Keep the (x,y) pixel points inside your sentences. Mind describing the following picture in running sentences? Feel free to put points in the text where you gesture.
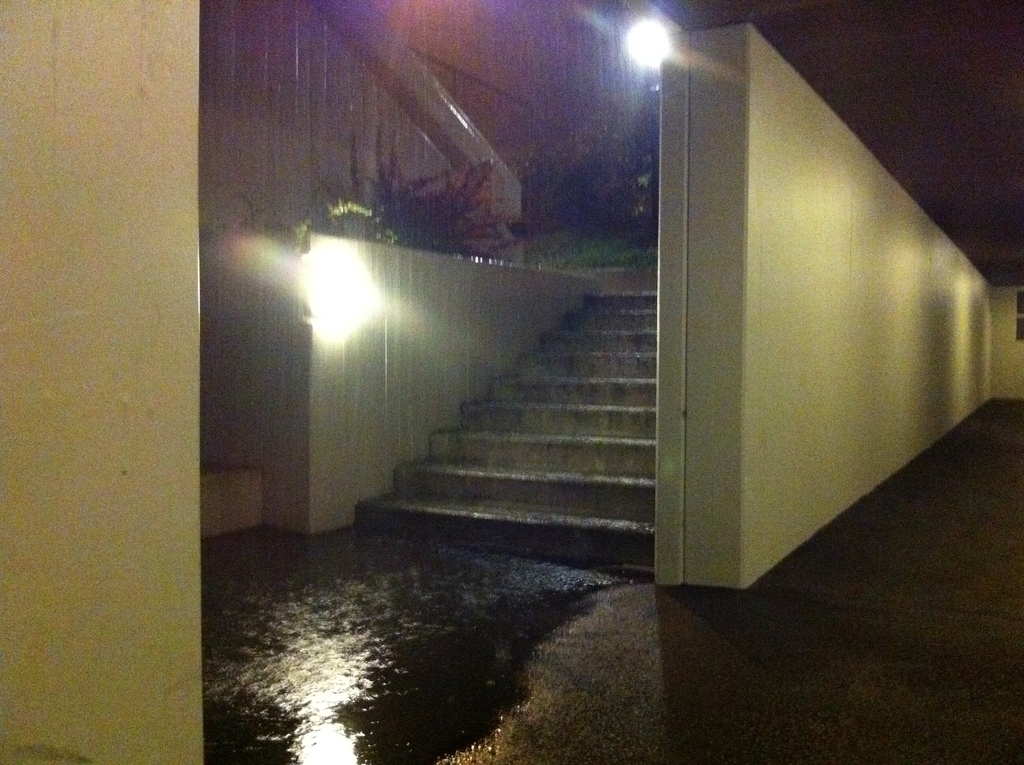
In this image in front (673,658) there is a floor (669,678). In the center of the image (449,484) there are stairs (558,475). There is a wall (802,345). On the left side of the image (334,294) there are plants (473,200), light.
